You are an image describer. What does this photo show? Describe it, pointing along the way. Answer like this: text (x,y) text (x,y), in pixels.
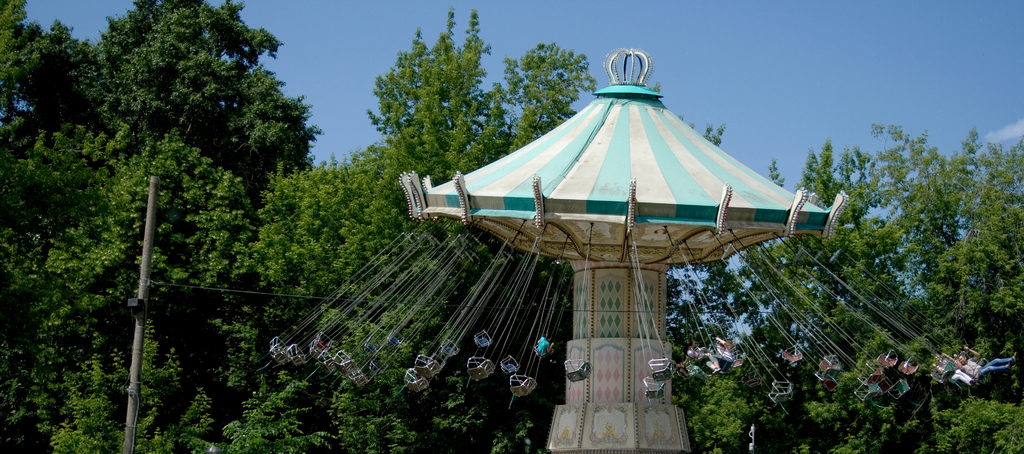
In this image in the center (594,156) there is a playing thing (647,268) and there is one pole (147,273) and wire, in the background (190,231) there are trees (939,384) and sky (285,57).
